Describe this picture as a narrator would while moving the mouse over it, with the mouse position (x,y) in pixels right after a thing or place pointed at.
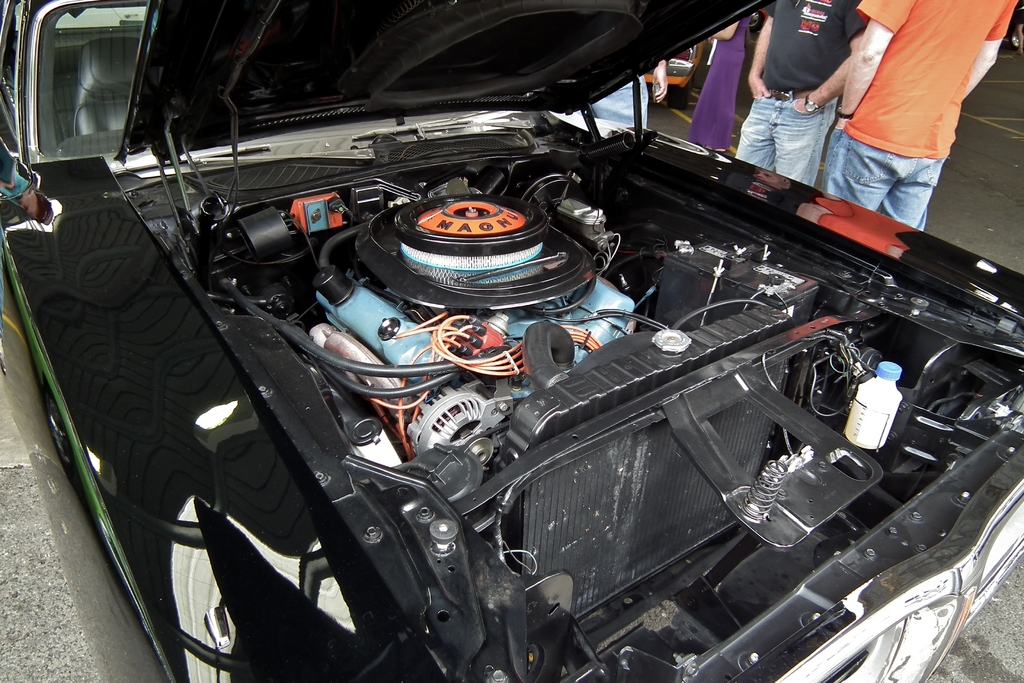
This is a zoomed in picture of a car bonnet parts (554,224). In the background of the image (798,166) there are people (812,80). At the bottom of the image (992,647) there is road (974,657).
